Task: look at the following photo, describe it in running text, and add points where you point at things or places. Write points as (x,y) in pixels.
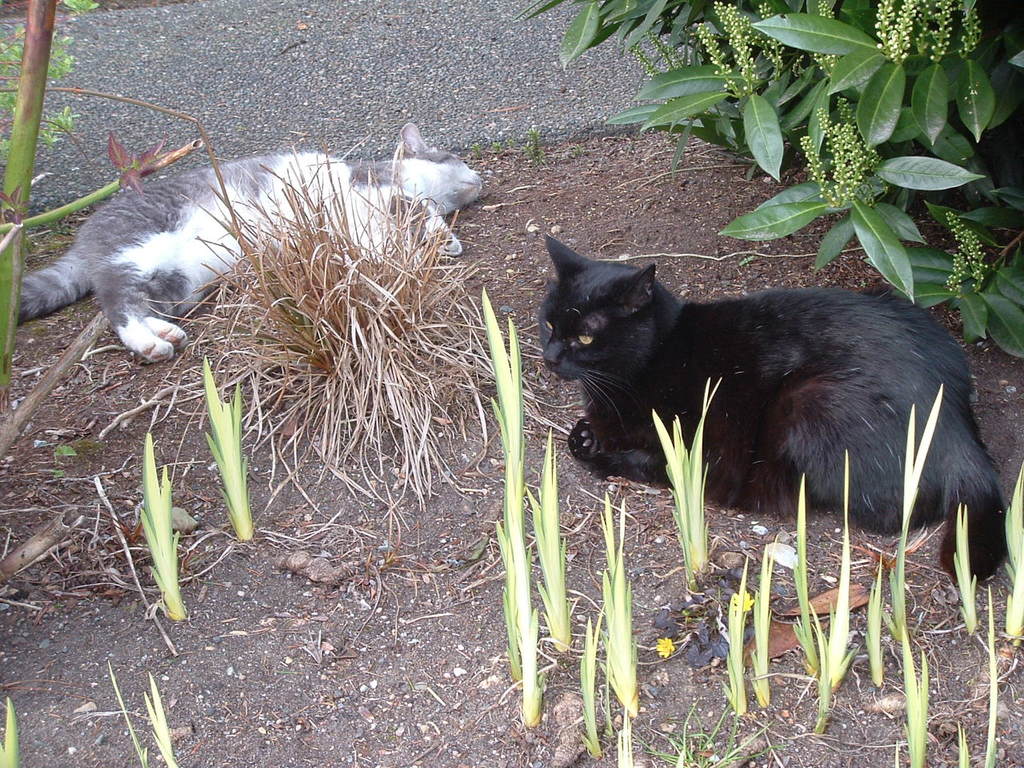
In the center of the image (581,298) there are two cats (616,300). There are plants (663,442). At the bottom of the image (301,696) there is soil (403,680). In the background of the image (821,112) there are plants (774,62).
